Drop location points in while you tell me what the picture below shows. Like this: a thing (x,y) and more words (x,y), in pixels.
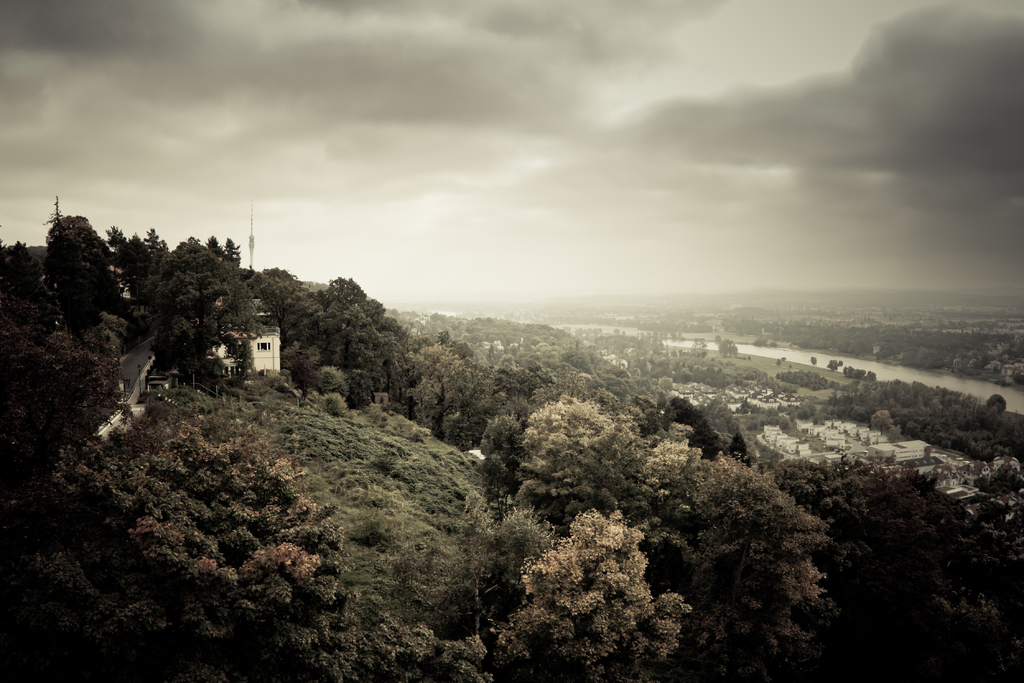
In this picture there are houses (811,454) on the right (944,466) and left side of the image (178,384), there is greenery (12,606) around the area of the image.
